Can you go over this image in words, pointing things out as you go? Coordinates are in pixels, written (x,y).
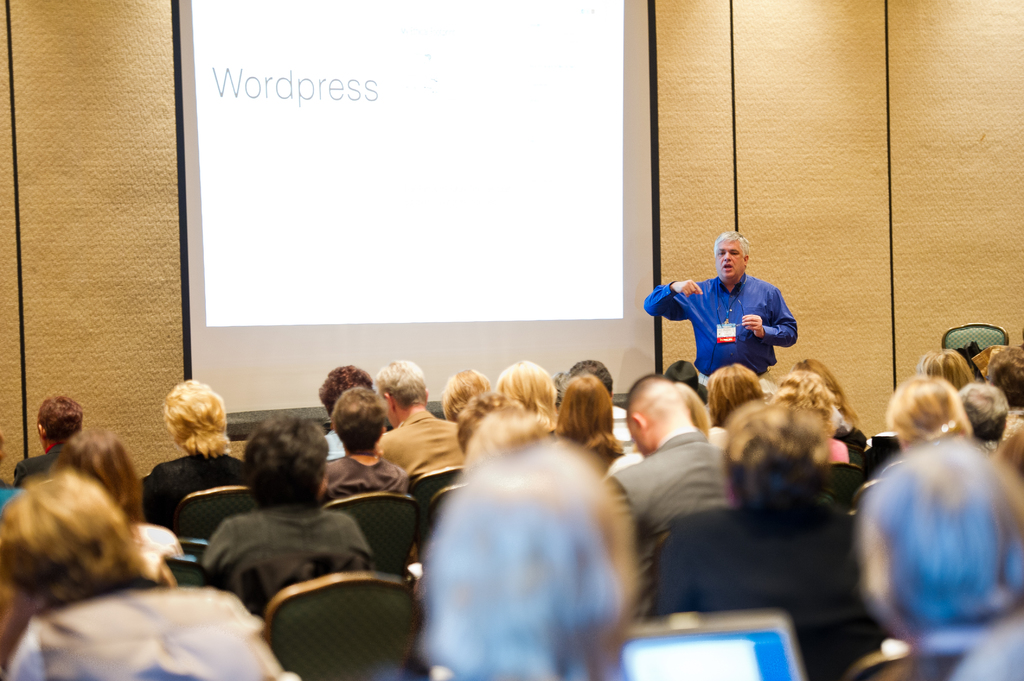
This is the picture of a room (627,243). In this image there is a person (721,262) with blue shirt (741,305) is standing and talking and there is a screen (380,293) and there is a text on the screen (320,62). In the foreground (177,610) there are group of people (722,441) sitting on the chair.
